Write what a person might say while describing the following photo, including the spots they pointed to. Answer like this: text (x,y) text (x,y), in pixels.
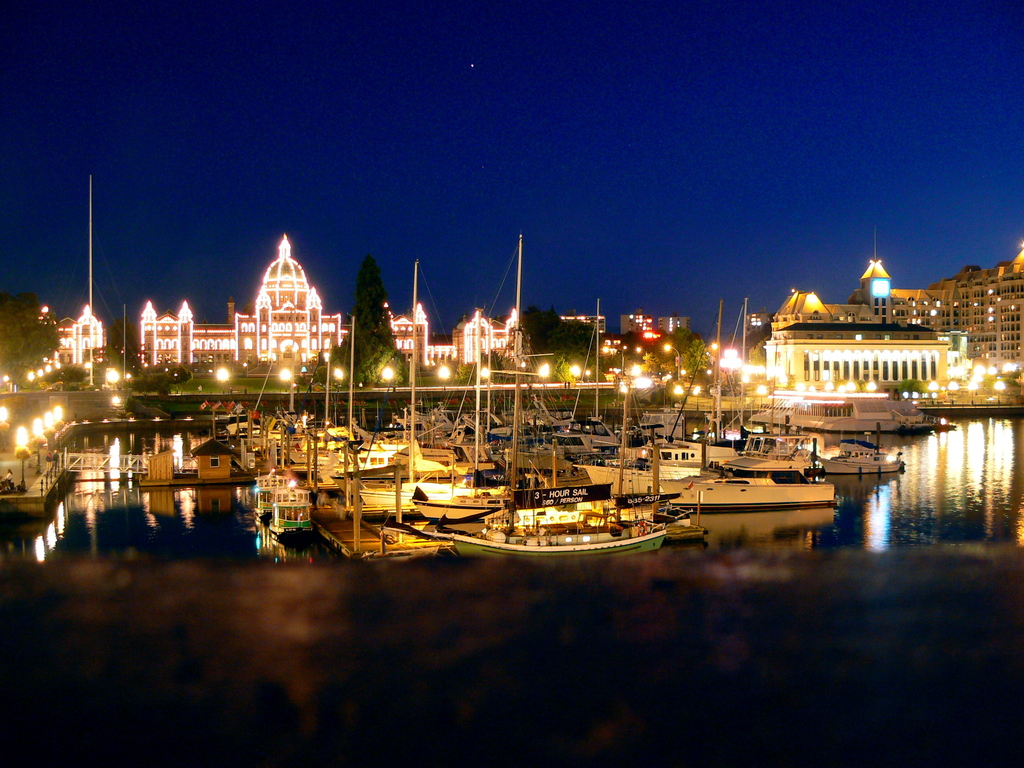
In this image I can see water (89,527) and in it I can see number of boats (797,481). In the background (104,345) I can see number of lights (4,418), number of trees (15,378) and number of buildings (894,298). I can also see lights (181,336) on few buildings (256,346) as decoration.
